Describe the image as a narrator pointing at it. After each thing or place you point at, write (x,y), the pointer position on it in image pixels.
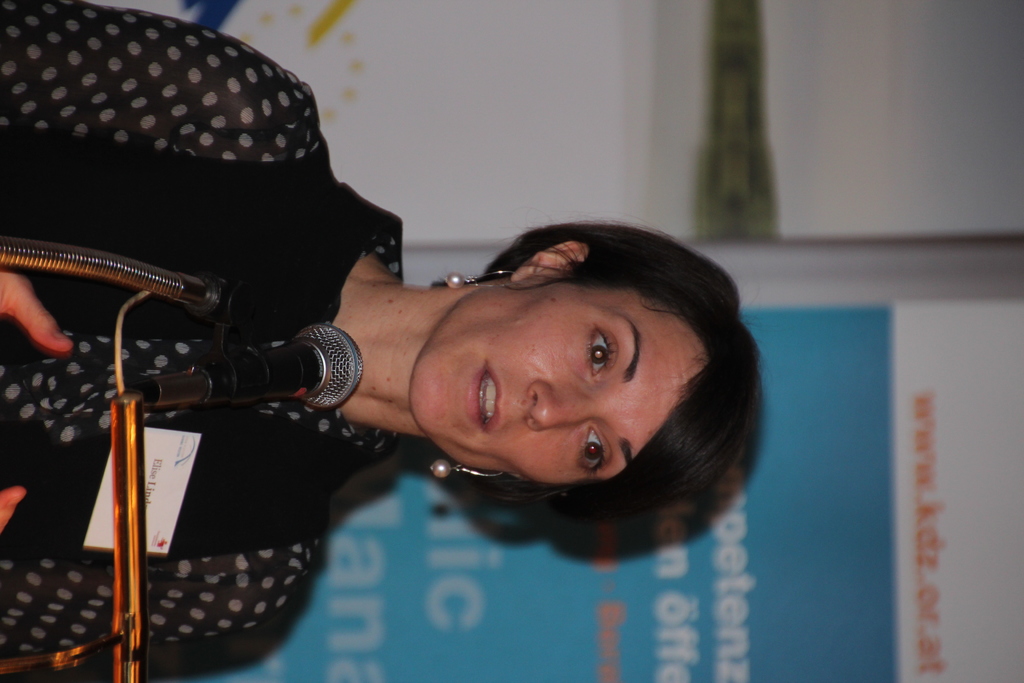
In the center of the image (568,315), we can see a lady (251,503) wearing a badge (173,521) and there are mic stands (122,277). In the background (873,536), we can see a board (868,446) on the wall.
